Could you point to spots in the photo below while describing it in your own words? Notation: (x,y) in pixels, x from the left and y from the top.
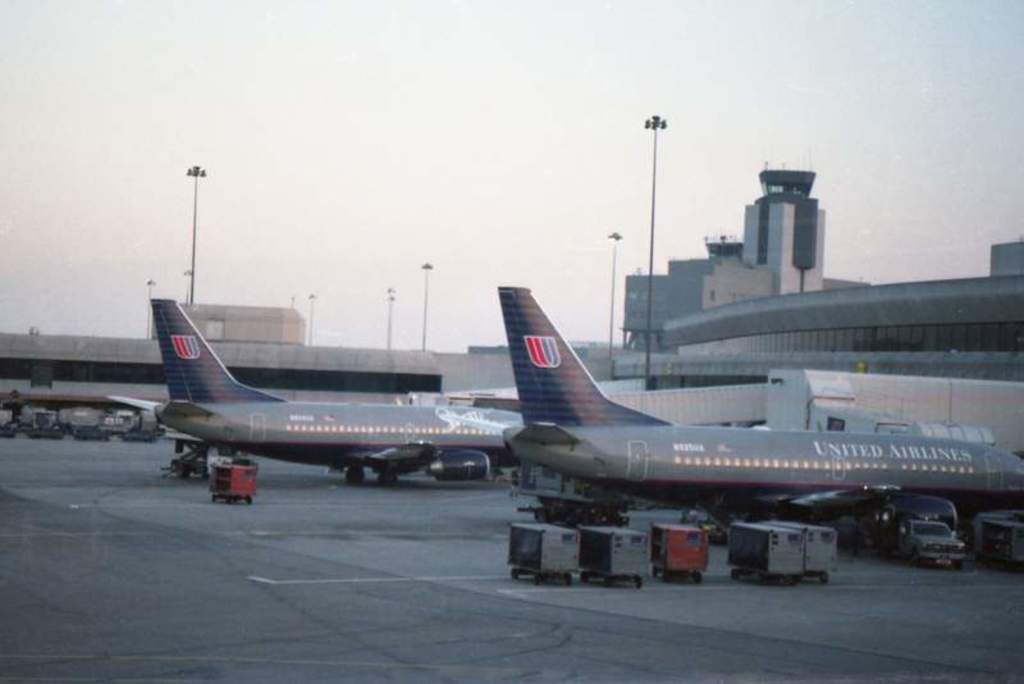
This image is taken in the airport (602,450). In this image we can see aeroplanes (379,422) at the terminals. In the background (657,292) we can see building (643,292), poles (654,213) and sky (134,147).
